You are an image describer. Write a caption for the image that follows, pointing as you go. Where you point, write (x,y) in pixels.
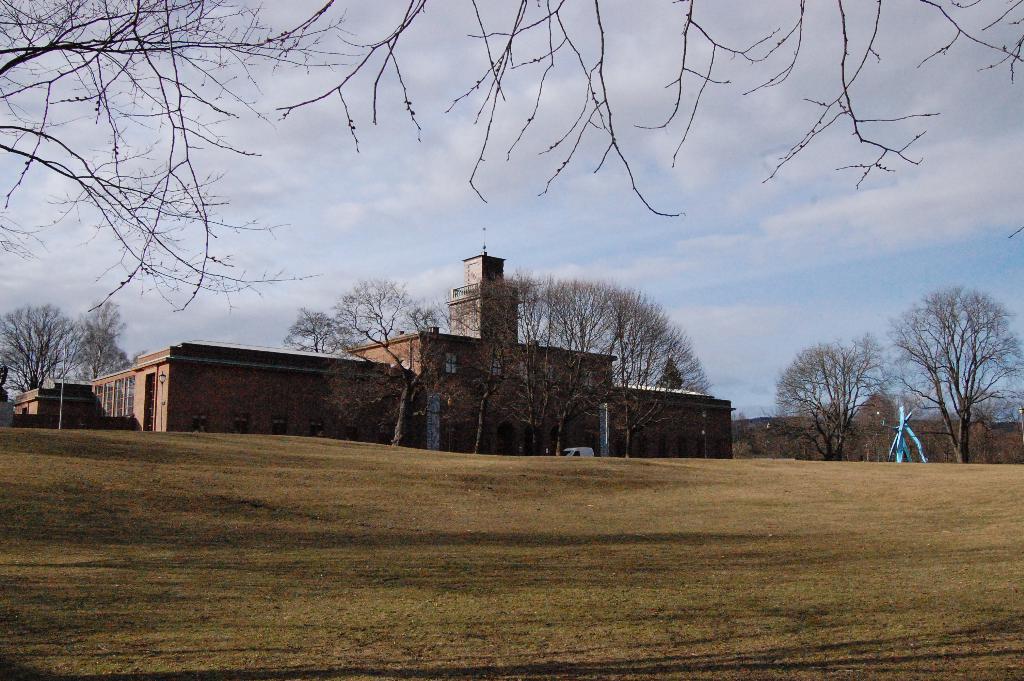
In this picture I can see buildings (565,425), vehicle (574,457), trees (815,438), and in the background (610,178) there is the sky (610,178).
